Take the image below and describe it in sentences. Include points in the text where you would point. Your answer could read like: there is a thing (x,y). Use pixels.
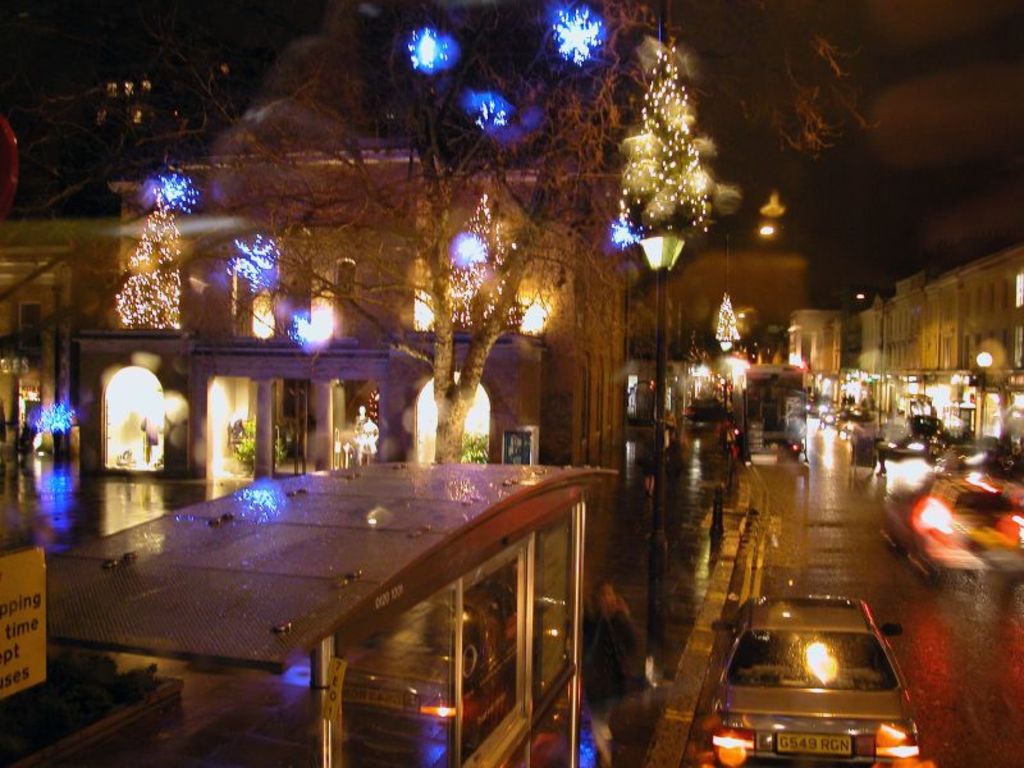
On the right side of the image (826,552) there is a road (802,587) and we can see vehicles (791,703) on it. On the left (312,444) there are buildings (353,235), board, tree (441,446), lights (482,213) and sky (891,123).
